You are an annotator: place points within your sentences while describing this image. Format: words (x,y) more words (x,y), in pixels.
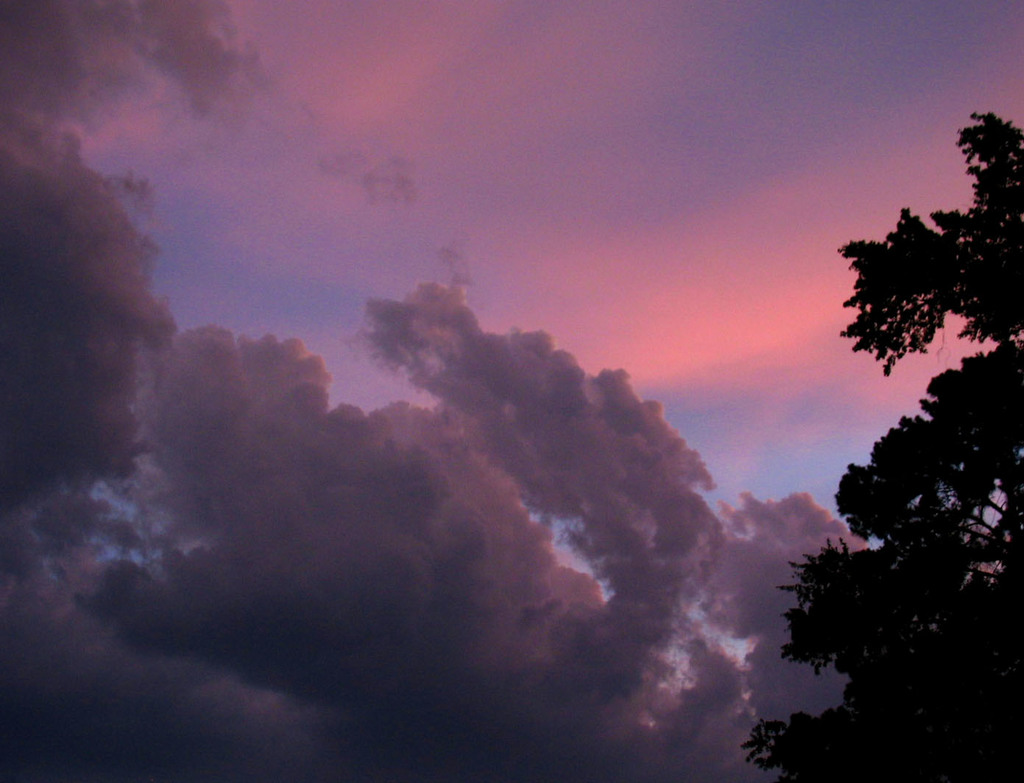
On the right side (925,405) there is a tree (876,525). In the background (375,248) there is sky (432,176) with clouds (373,533).
